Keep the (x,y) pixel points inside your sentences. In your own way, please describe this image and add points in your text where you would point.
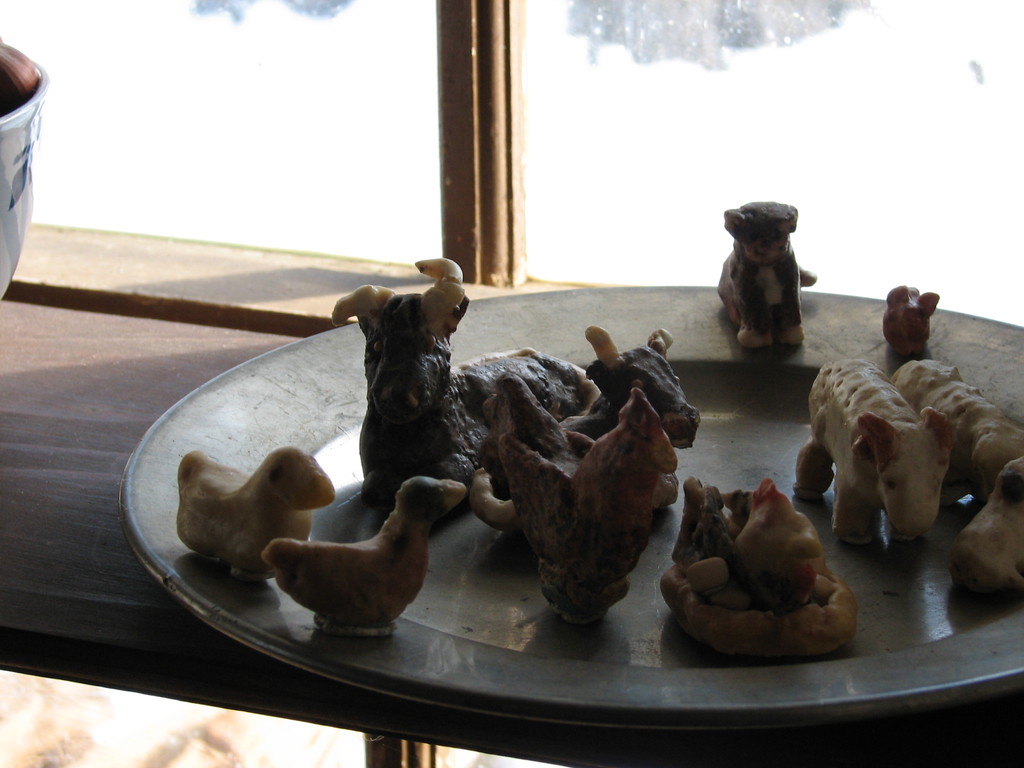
In this picture I can see a plate (349,415) with toys of animals (552,503), on the wooden object (236,698), and in the background (106,21) there is a transparent glass (542,141).
